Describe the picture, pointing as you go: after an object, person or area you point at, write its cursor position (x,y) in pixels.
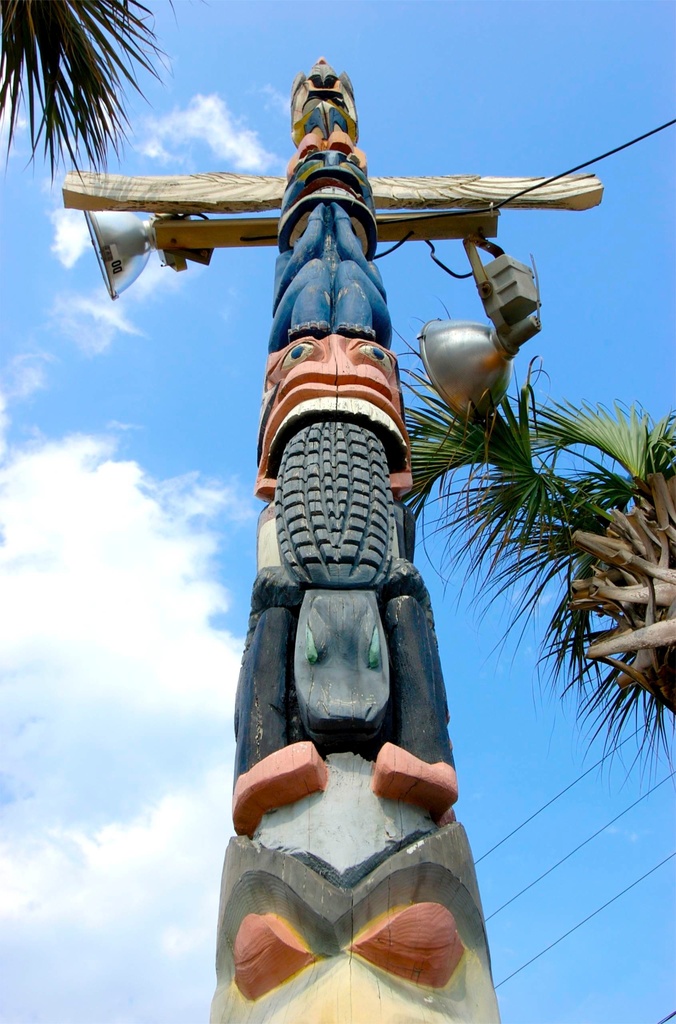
In the center of the image (336,485) there is a carving (320,764) on the wooden pole (350,235). At the top of the pole (253,207) there are two lights (477,346). Beside the pole (388,411) there are trees (636,576). In the background of the image (170,383) there is sky (168,394).
